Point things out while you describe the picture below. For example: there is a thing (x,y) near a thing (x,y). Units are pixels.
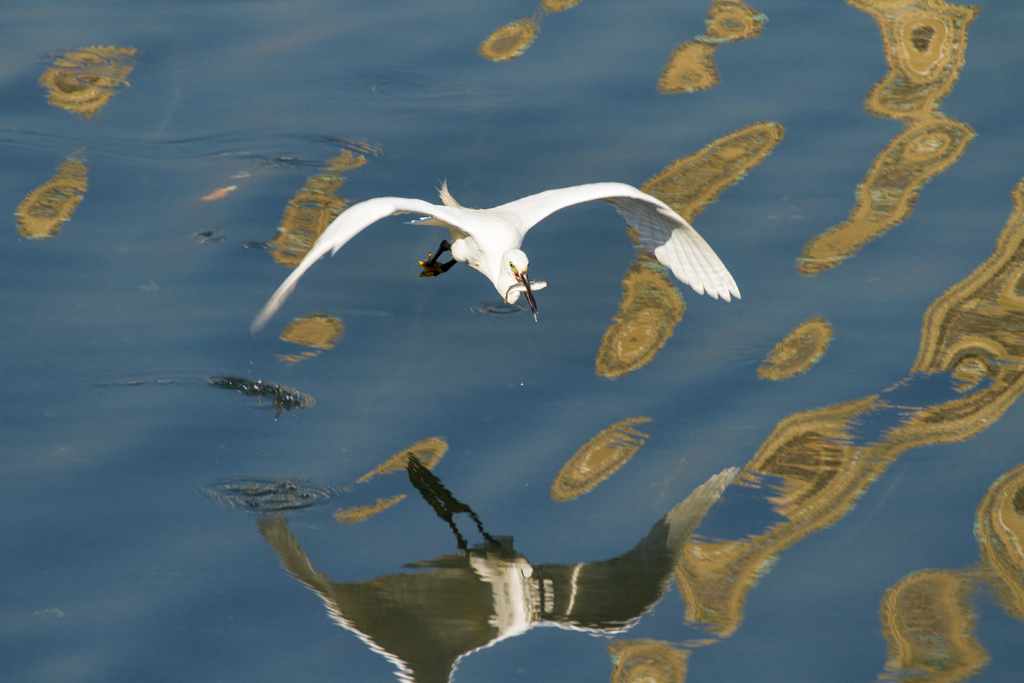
In this picture there is a white color bird (343,226) holding the fish (538,281). At the bottom (323,478) there is water (647,398) and there is a reflection (494,611) of a bird (567,604) on the water (466,458) and there might be reflections (112,76) of objects (778,428) on the water (335,486).
